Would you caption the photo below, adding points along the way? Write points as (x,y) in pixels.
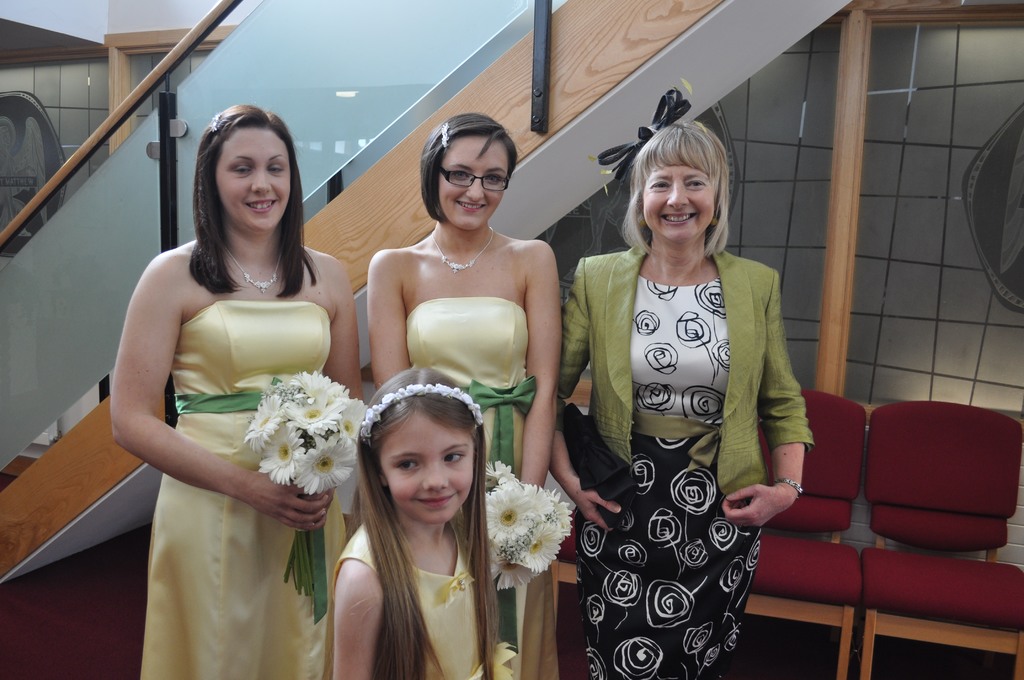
In this picture, we can see 3 woman (266,324) looking at camera and smiling and in front of them there is a girl (485,561) who is looking to the side and smiling and this left woman (274,528) holds some flowers (312,411) and wears necklace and this middle woman (447,289) also wears same color dress (438,311) as left woman's (255,346) and also holds flowers (512,529) and the right woman (705,413) wears a jacket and behind them we can see the steps (564,54) and 3 chairs (819,515) present and seems like a building (98,121).
